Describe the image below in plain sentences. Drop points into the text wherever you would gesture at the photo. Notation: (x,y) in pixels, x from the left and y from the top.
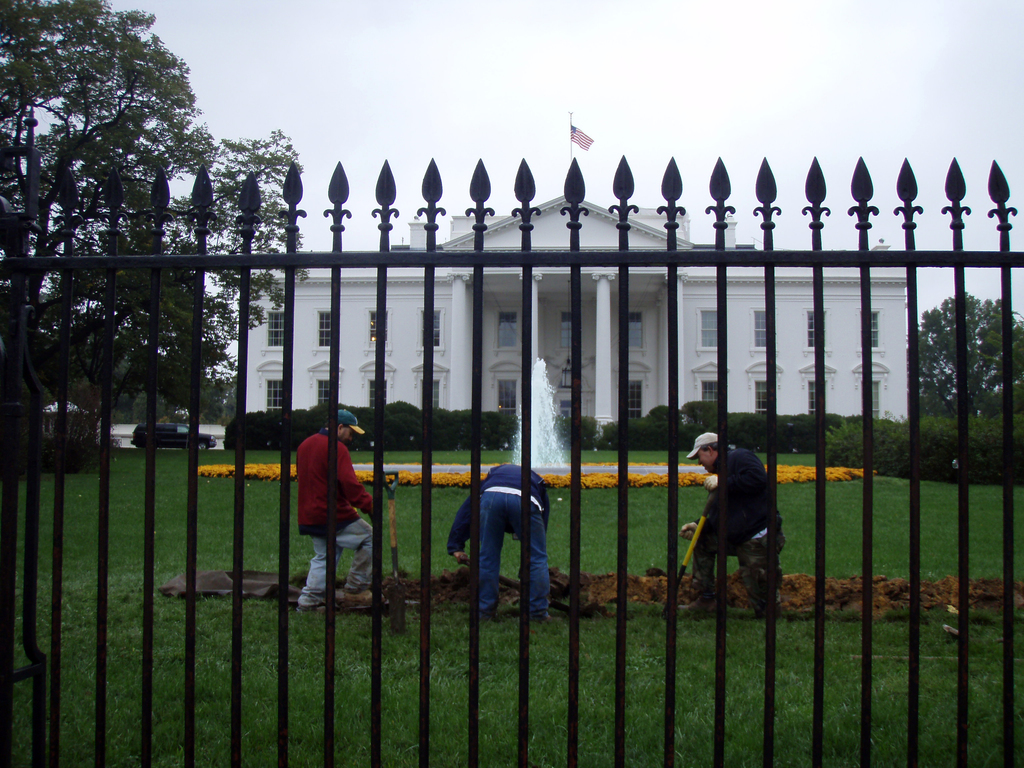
In the center of the image (457,380) we can see a building (584,283), windows (383,395), pillars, flag (593,141), pole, bushes (570,444), fountain (542,465), flowers (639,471) and three people (762,464) are holding the objects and wearing the caps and digging the ground (468,583). In the background of the image (983,309) we can see the trees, grass (46,612), car (186,429), road (206,429) and grilles (3,587). At the bottom of the image (564,643) we can see the ground (493,709). At the top of the image (562,98) we can see the sky (956,45).
